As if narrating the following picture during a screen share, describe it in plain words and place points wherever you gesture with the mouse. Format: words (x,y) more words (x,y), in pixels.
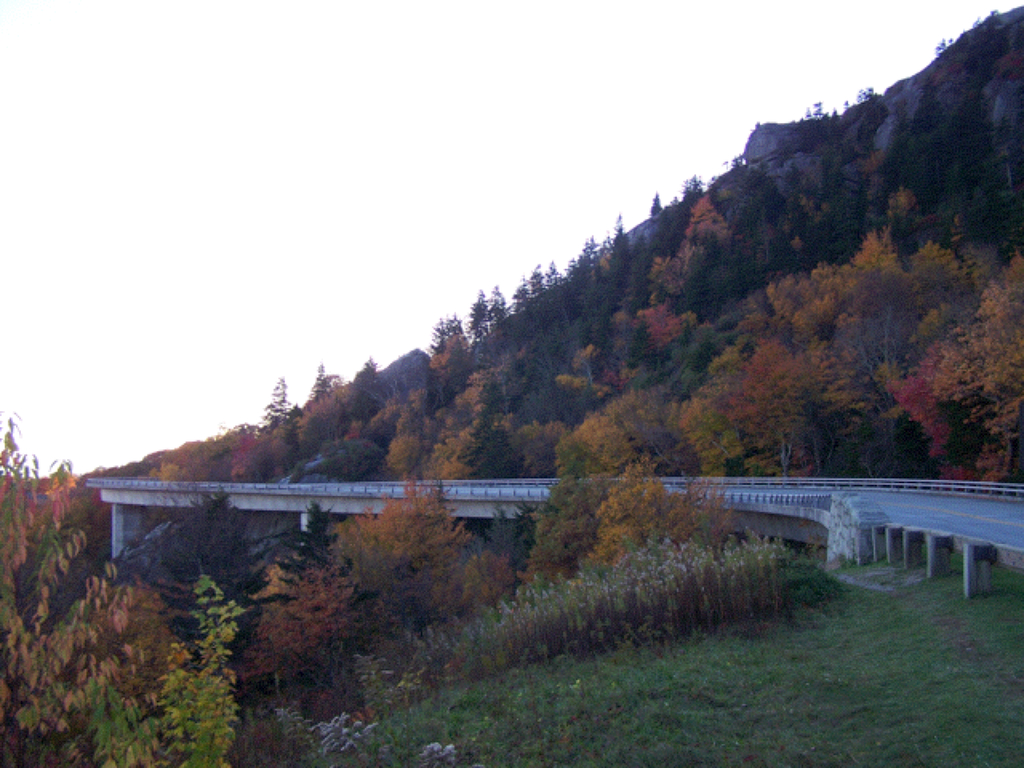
In this picture I can see a bridge (459,508) in the middle (547,506), there are trees (603,422), at the top (392,174) there is the sky (354,178).
